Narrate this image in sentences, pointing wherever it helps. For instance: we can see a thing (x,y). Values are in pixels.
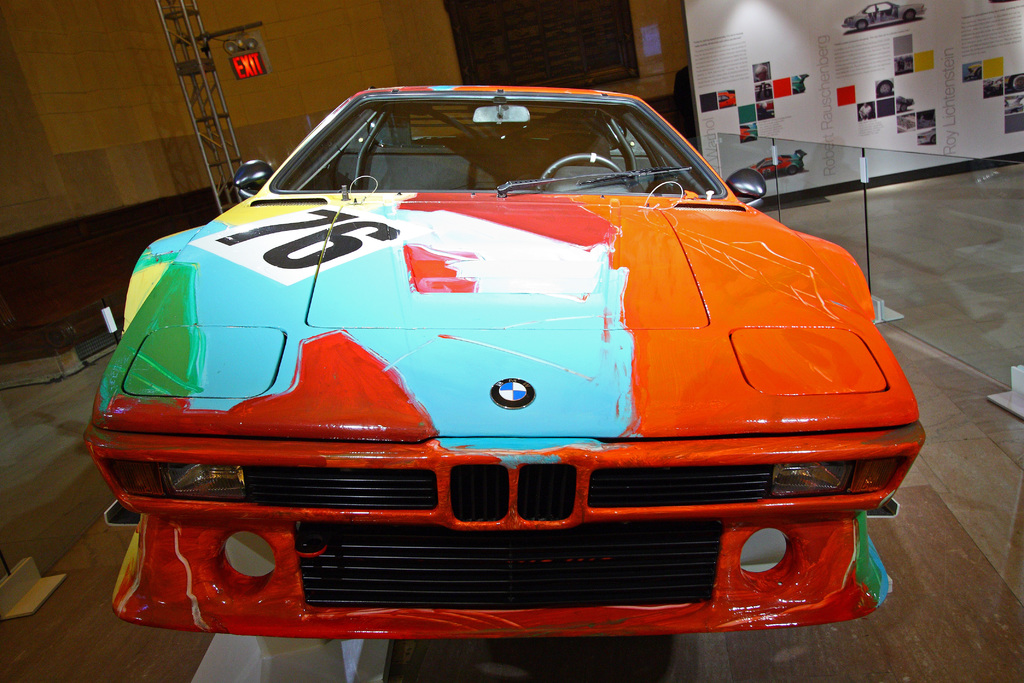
In this image we can see a painted car (425,329) on a stand (232,676) and we can also see posters (771,90) and fence (896,237).
